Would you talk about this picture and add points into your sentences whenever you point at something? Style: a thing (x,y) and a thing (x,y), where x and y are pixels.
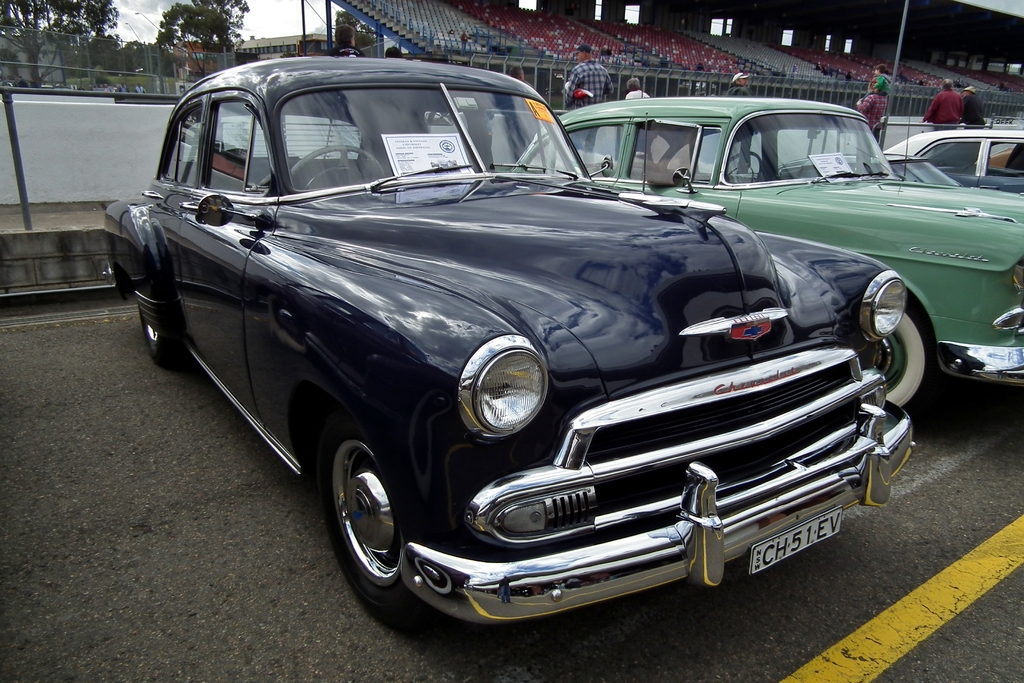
In this image, we can see some cars (543,227) which are parked on the road (311,600) where the first car (460,423) is Navy Blue in color and the next car (908,221) is Green in color and next there are two more cars (968,161). At the back of the cars (990,164) there are some people (602,91) who are standing and at the back of them that is at the top of the image (520,57), we can see a stadium (913,4) where there are some seats (613,61) which are red and white in color.
